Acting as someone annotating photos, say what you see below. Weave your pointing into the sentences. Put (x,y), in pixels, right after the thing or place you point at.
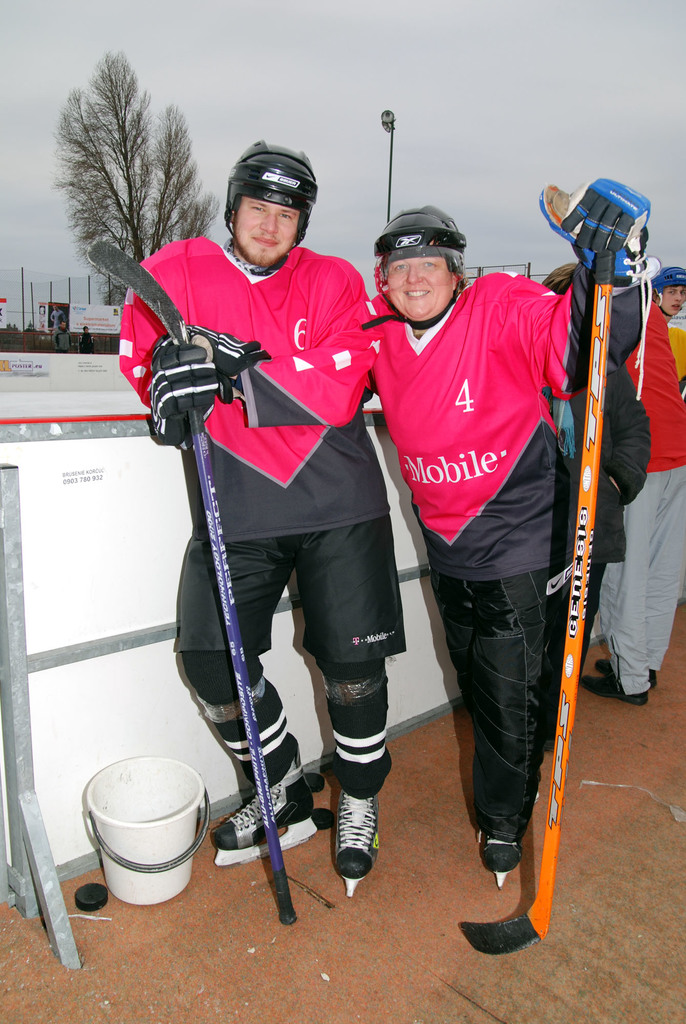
In the center of the image (323,390) we can see two persons (258,497) are standing and they are smiling. And we can see they are holding sticks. And they are wearing helmets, jackets (502,498) and gloves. In front of them, we can see one bucket (151,882). In the background (559,50), we can see the sky (360,19), clouds (287,21), fences (182,487), banners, one pole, one tree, few people (663,492) are standing and a few other objects (49,461).
